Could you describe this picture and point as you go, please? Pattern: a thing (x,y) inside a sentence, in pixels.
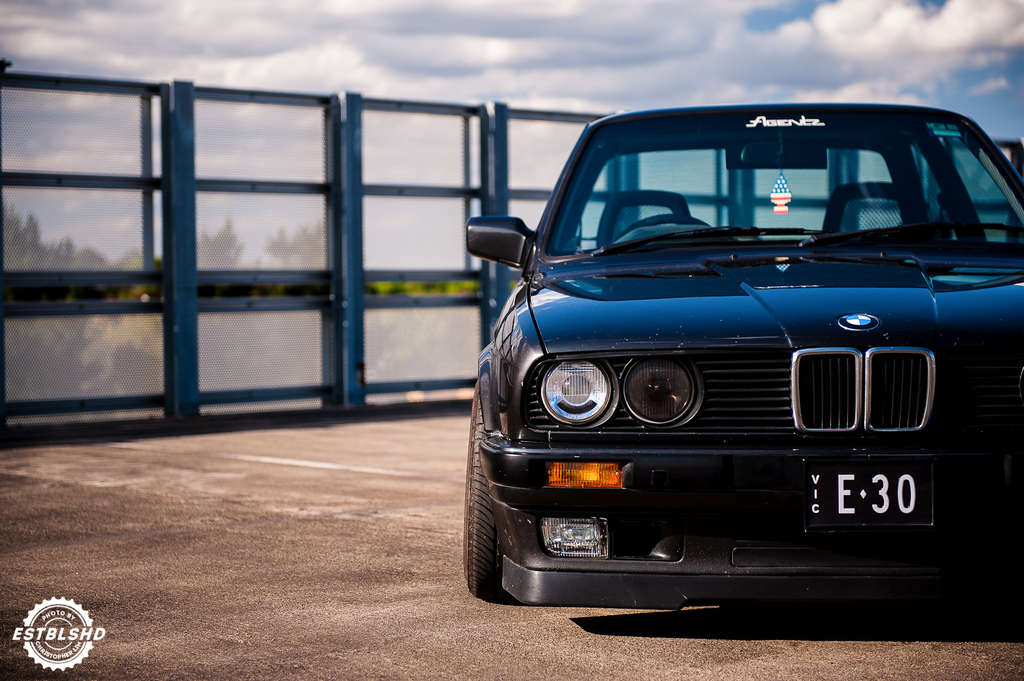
This image consists of a car (772,429) in black color. At the bottom (361,542), there is a road (154,565). In the background (287,169), we can see a fencing (426,209) along with trees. At the top (194,24), there are clouds (393,43) in the sky (414,9).
